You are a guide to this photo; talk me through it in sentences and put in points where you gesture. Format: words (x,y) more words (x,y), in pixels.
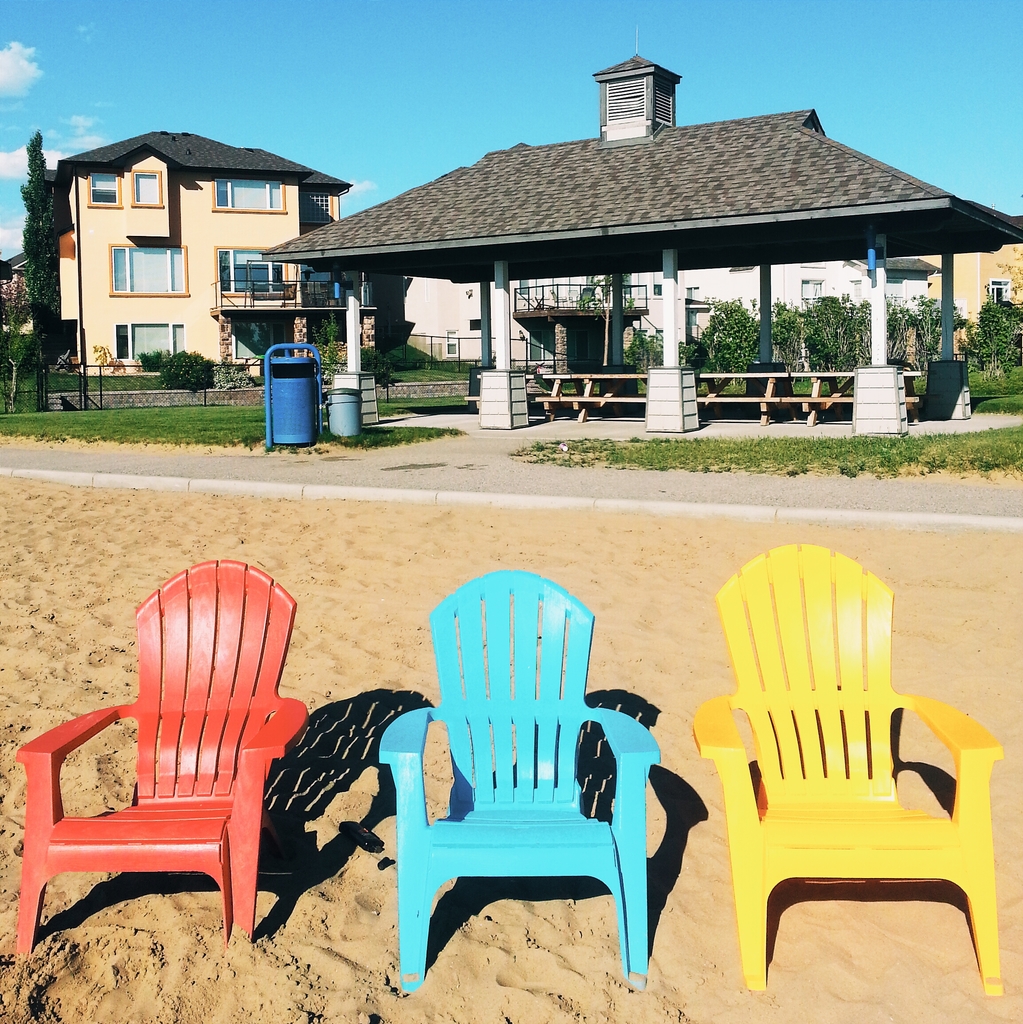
In this image there is the sky (625,40) towards the top of the image (455,50), there are clouds (21,71) in the sky (321,44), there are buildings (616,260), there are windows (246,354), there is a tree (35,254) towards the left of the image (41,189), there are plants (918,338) towards the right of the image (853,322), there is grass (995,406) towards the right of the image (990,453), there is grass (187,424) towards the left of the image (184,421), there is a fence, there is a dustbin (314,420), there is sand (320,778) towards the bottom of the image (355,960), there are three chairs (502,745) on the sand (664,749).
